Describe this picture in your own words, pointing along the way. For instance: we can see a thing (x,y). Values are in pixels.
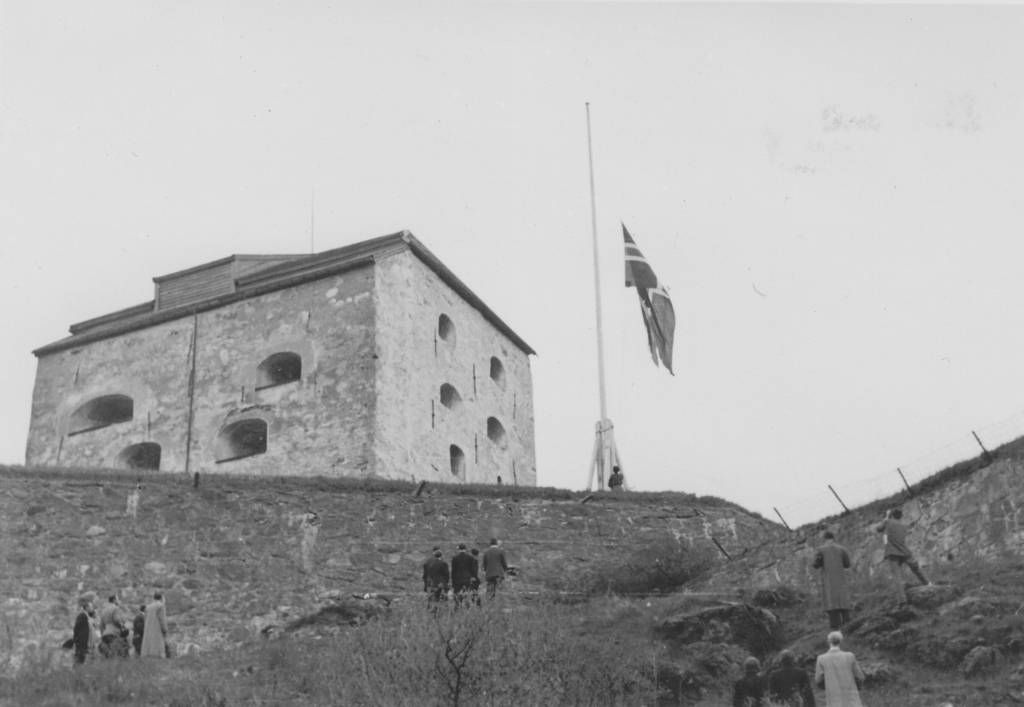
As we can see in the image there is a building (345,430), few people (818,670) here and there, trees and on the top (775,59) there is sky (791,202). In the middle (636,270) there is a flag (624,222).
